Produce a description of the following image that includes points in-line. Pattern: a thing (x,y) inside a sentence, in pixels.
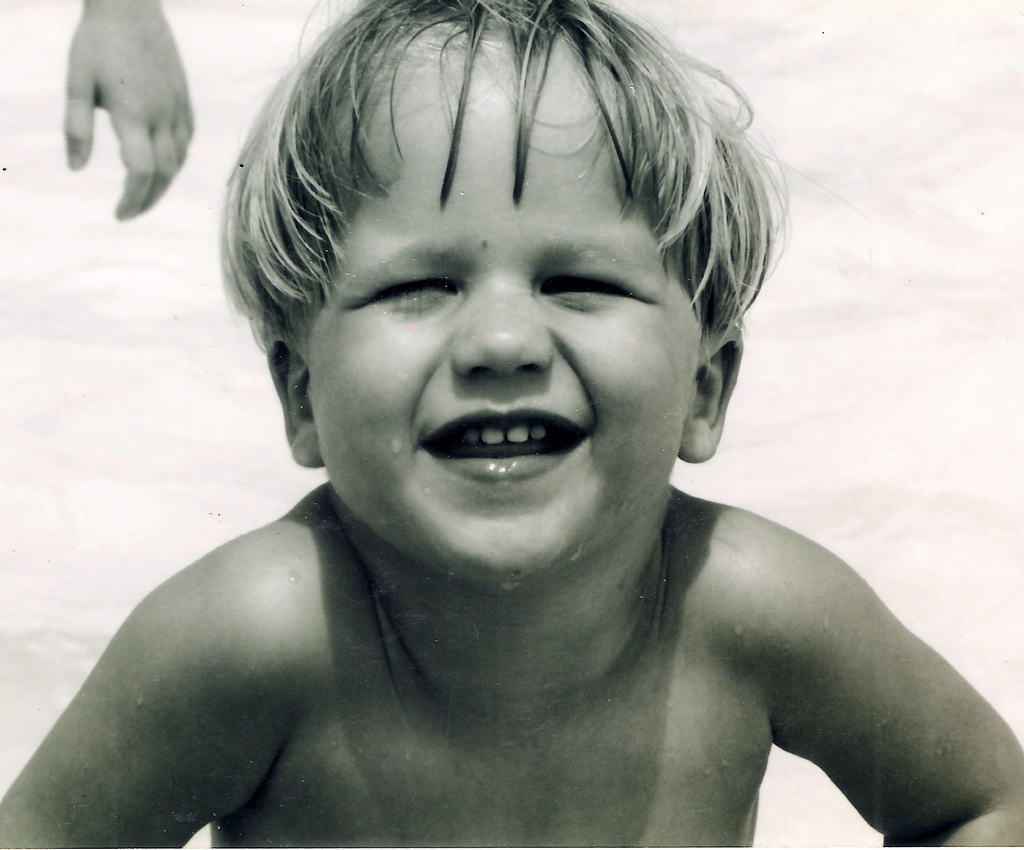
In this picture I can see a kid (492,424), behind we can see a person hand (117,128).
